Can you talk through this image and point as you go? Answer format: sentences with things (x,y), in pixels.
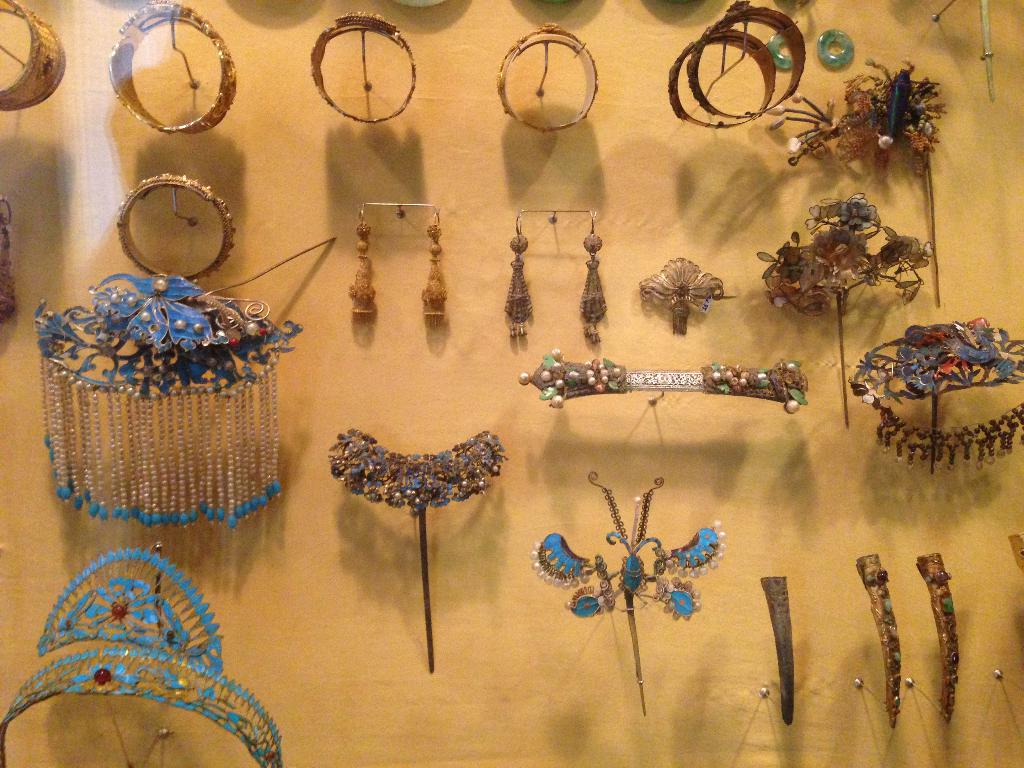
This picture shows few ornaments (15,105) on the wall (560,71).
